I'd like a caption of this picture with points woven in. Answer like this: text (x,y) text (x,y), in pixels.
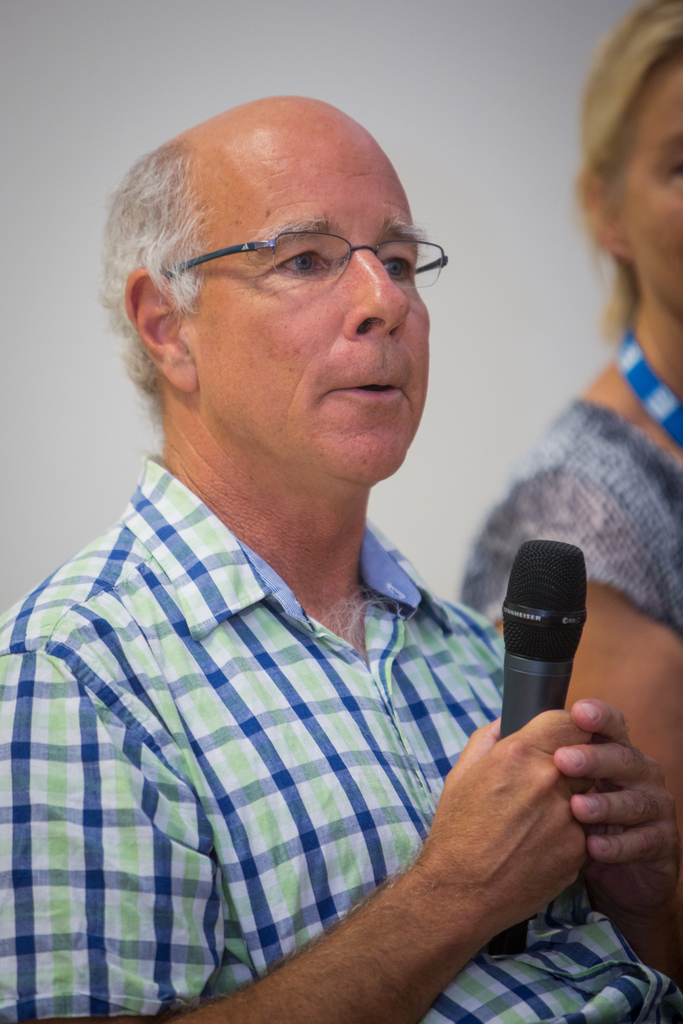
In this image in the foreground (237,357) there is one person (256,343) who is wearing spectacles (279,247) and he is holding a mike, and on the right side (593,427) there is one woman (652,208) and there is a white background (523,321).
